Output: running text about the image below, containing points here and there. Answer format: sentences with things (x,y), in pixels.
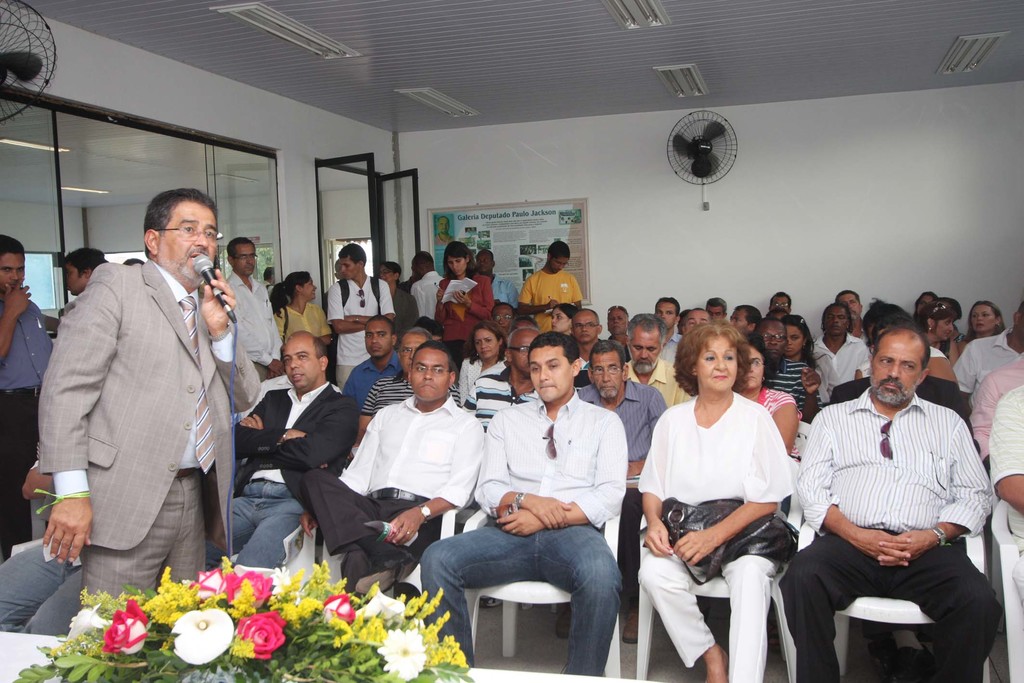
In the picture I can see a group of people (636,503). I can see a few of them sitting on the chair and there are a few persons (364,314) standing on the floor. There is a man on the left side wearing a suit (109,269) and tie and he is speaking on a microphone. I can see the flower bouquet (279,600) on the table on the bottom left side of the picture (253,583). I can see the glass windows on the top left side (5,226). I can see the fans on the wall (306,210). There is a lighting arrangement (629,23) on the roof (587,108) at the top of the picture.
